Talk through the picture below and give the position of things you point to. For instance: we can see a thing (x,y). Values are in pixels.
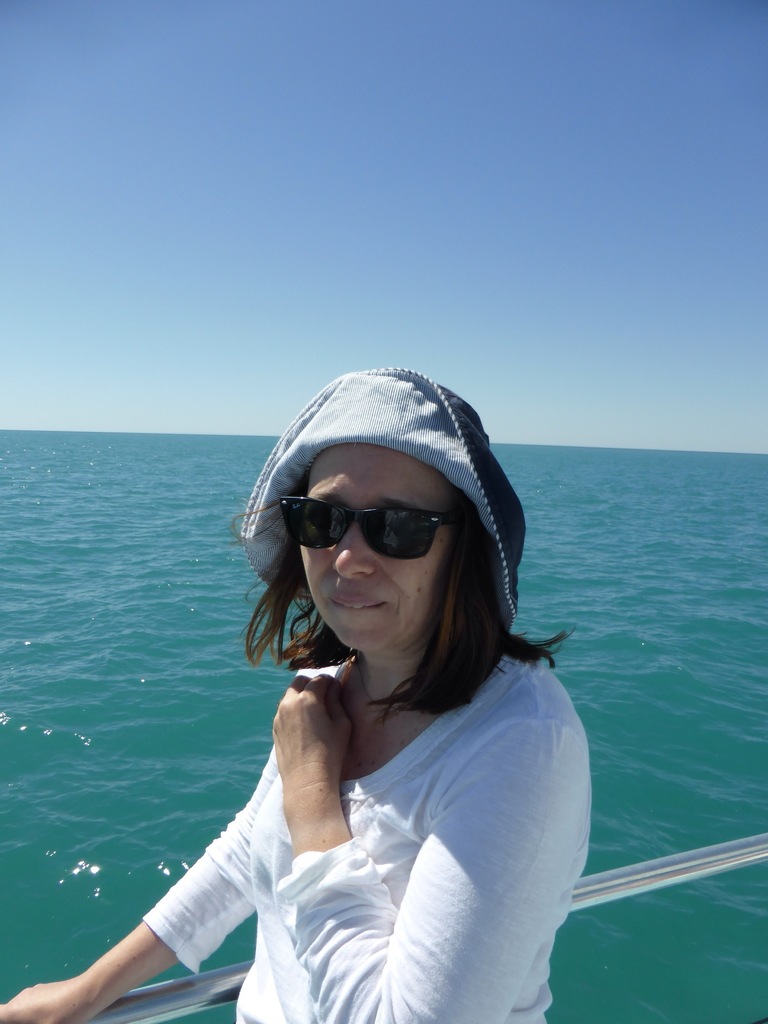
Here I can see a woman (395,804) wearing white color t-shirt (397,919), cap (370,419) on the head (357,525), goggles (367,531), holding the railing (174,996), standing and looking at the picture. In the background (98,688) there is an Ocean (135,674). At the top of the image (371,218) I can see the sky (431,213) in blue color.
